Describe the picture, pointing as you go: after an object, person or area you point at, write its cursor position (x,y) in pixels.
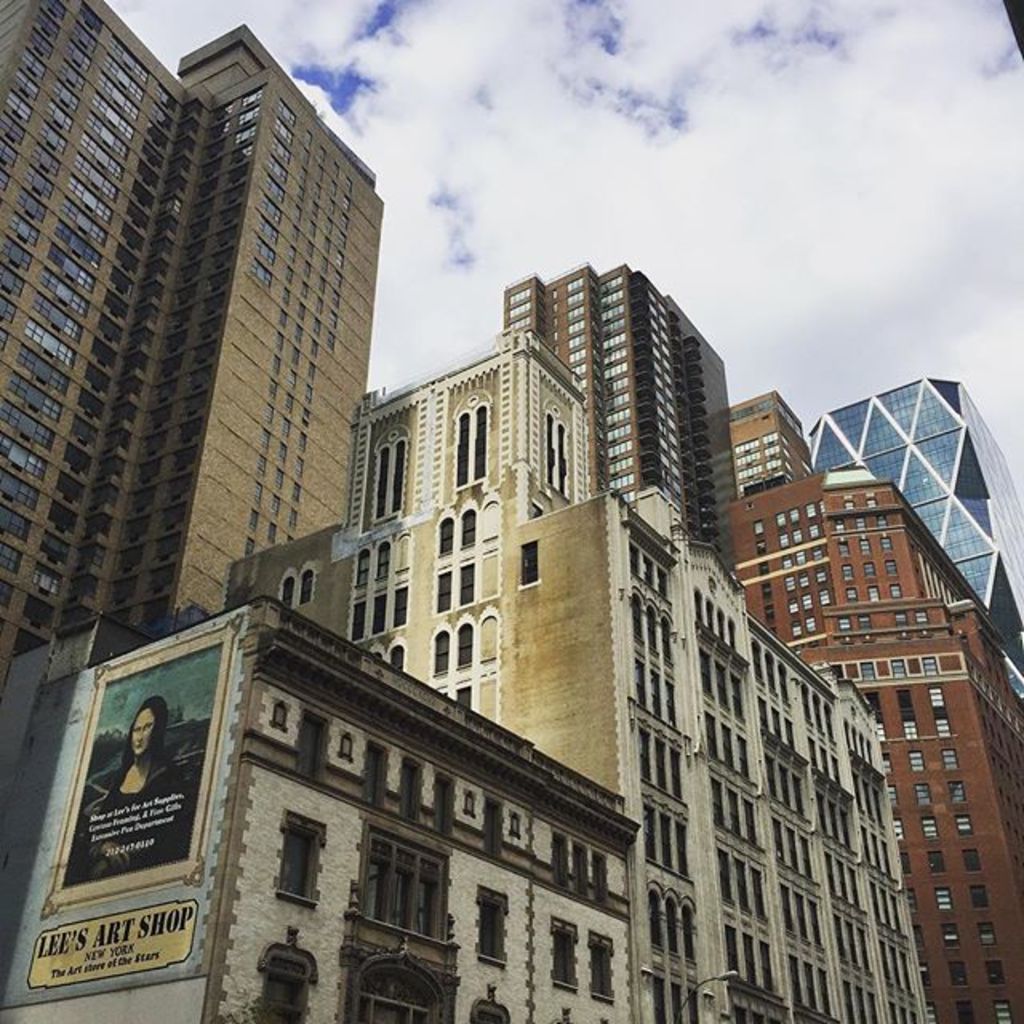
In this image we can see so many big buildings (454,501), one board (182,719) with some text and picture (157,766) attached to one building (303,819). At the top (834,183) there is the sky (828,170).
